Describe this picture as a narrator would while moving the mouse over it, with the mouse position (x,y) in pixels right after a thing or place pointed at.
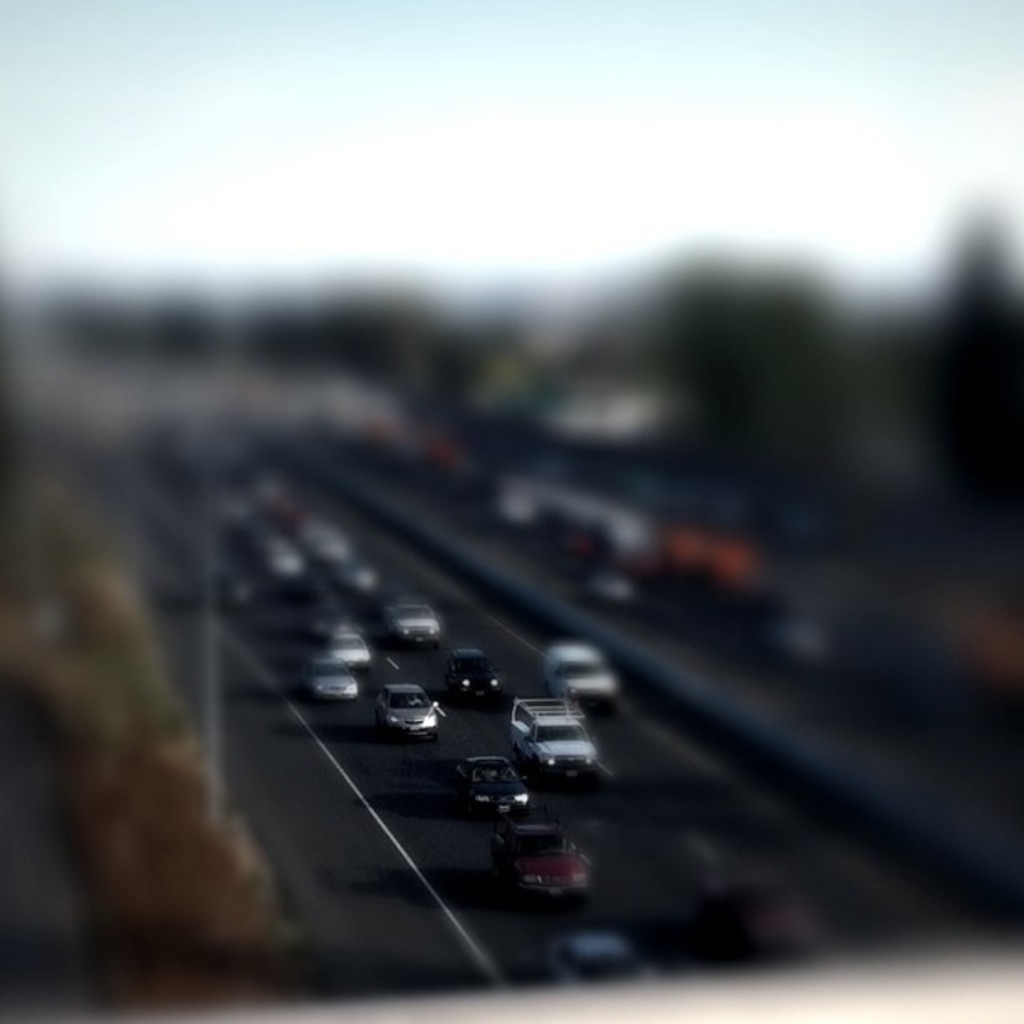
In the image there are many vehicles (739,547) moving on a road (799,591) and the remaining part of the picture is blur.
